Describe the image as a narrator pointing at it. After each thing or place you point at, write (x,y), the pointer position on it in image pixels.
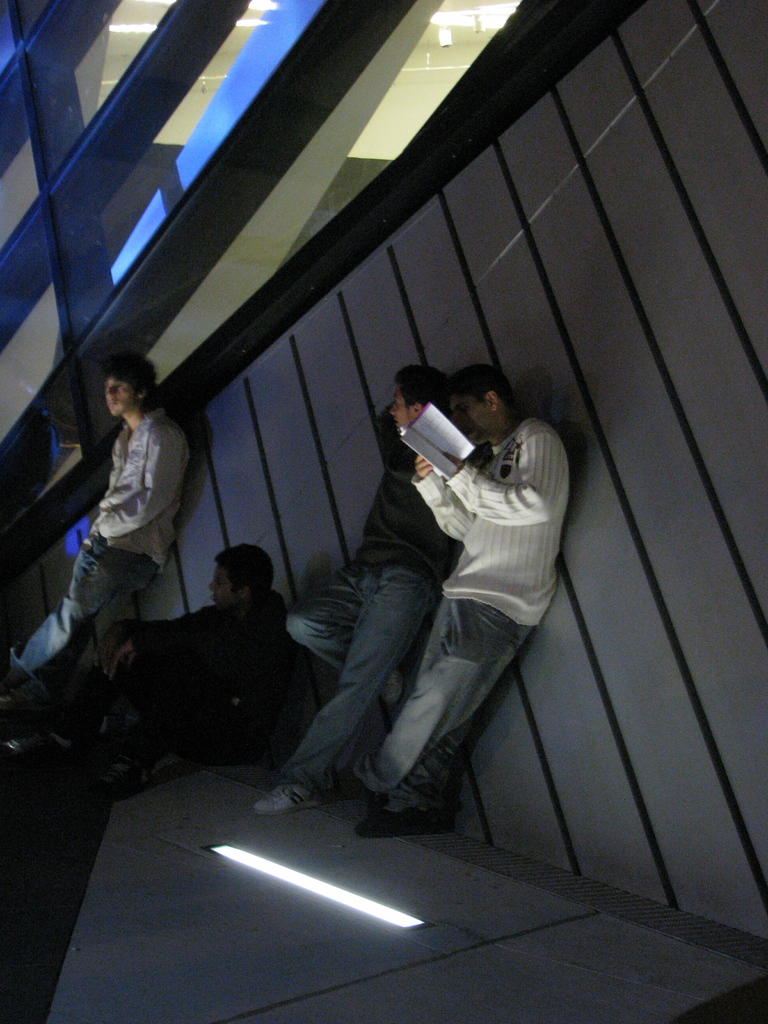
In this picture we can see three men (493,598) are standing and a man (278,702) is sitting, a man (473,672) on the right side (537,527) is holding a book (448,473), there is a light (328,889) at the bottom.
